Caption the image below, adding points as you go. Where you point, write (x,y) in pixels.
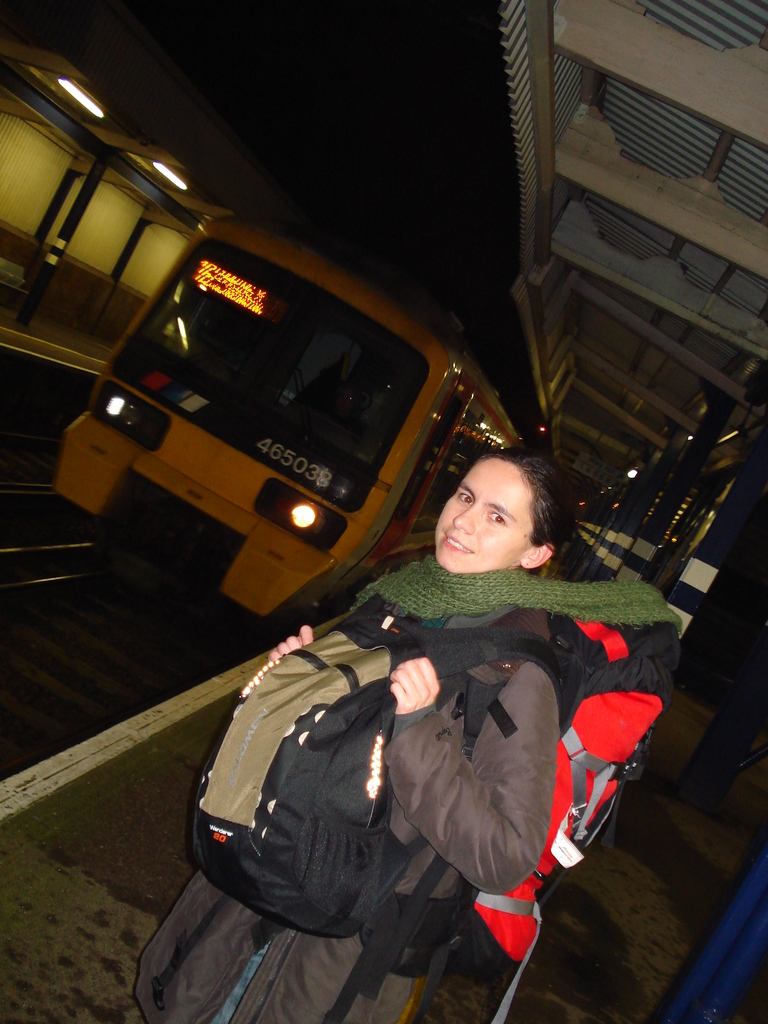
In this picture there is a woman (450,601) who is wearing jacket (451,886), scarf (416,605), jeans (225,1011) and two bags (558,789). She is standing on the platform (643,950), beside her i can see the pillars (711,563). In the top right (654,274) there is a shed (658,312). On the left (131,383) there is a train (291,476) on the railway track (71,612). In the top left corner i can see the tube lights (163,176) on the roof (6,39) of the shed (168,187) which is on the other platform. At the top (336,153) i can see the darkness (335,100).
